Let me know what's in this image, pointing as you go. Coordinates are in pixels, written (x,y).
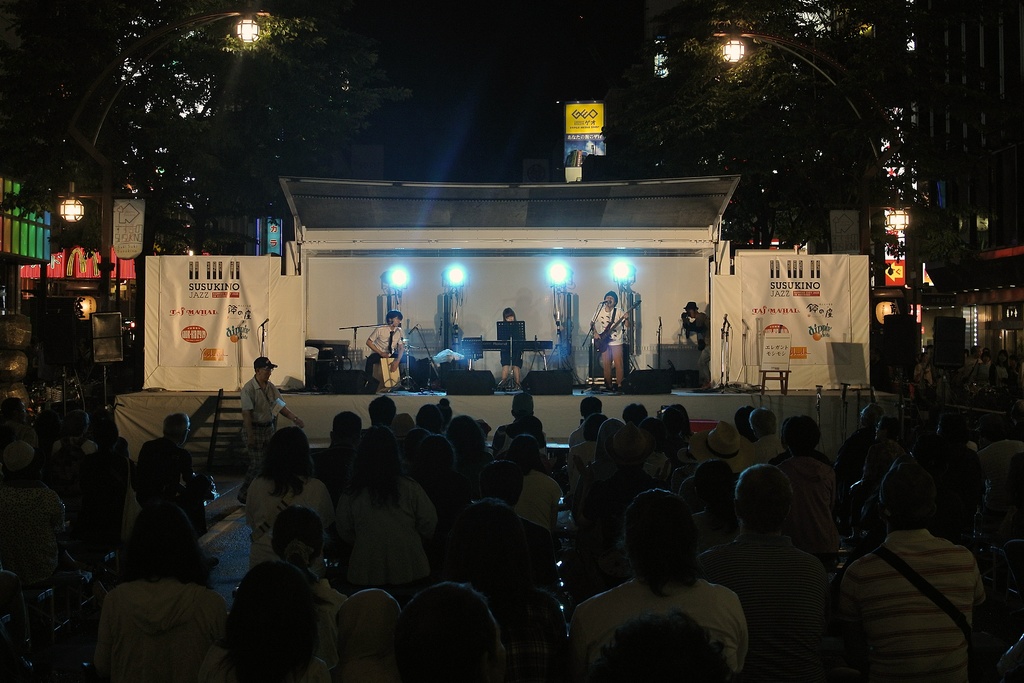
In this image there is a stage (366,215) with banners (207,313). Also there are lights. And there are few people (372,368) playing musical instruments (471,355). Also there are many people (446,518) sitting. In the background (352,93) there are trees (664,104) and lights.
